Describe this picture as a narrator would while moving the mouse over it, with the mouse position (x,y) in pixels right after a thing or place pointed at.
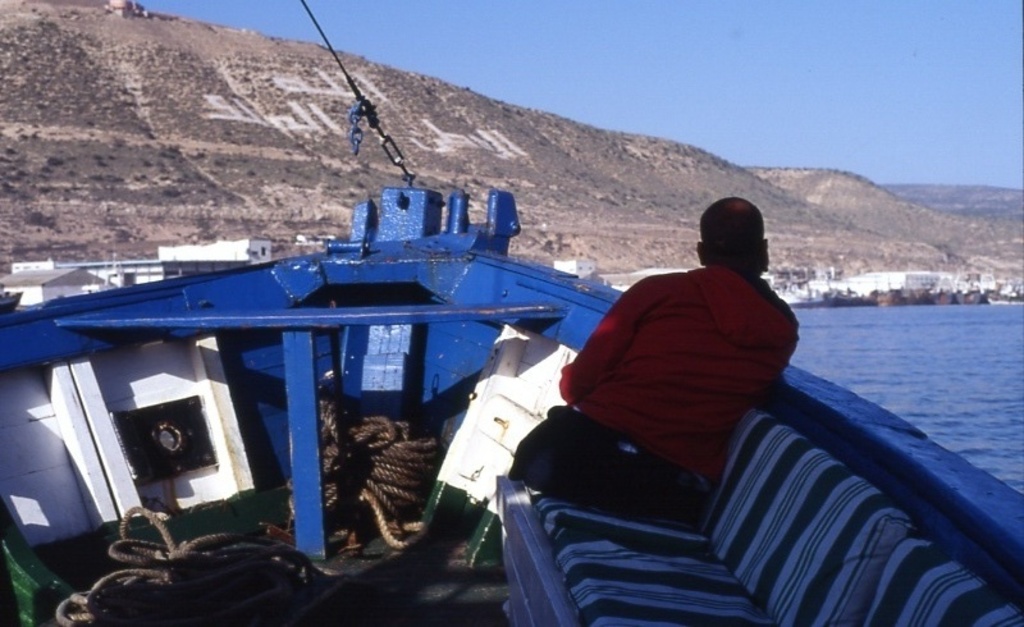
In this image there is a person (581,375) sitting on the boat (270,313). In front of him there is water (898,357). At the background (559,196) there are mountains (137,107) and sky (786,97).
